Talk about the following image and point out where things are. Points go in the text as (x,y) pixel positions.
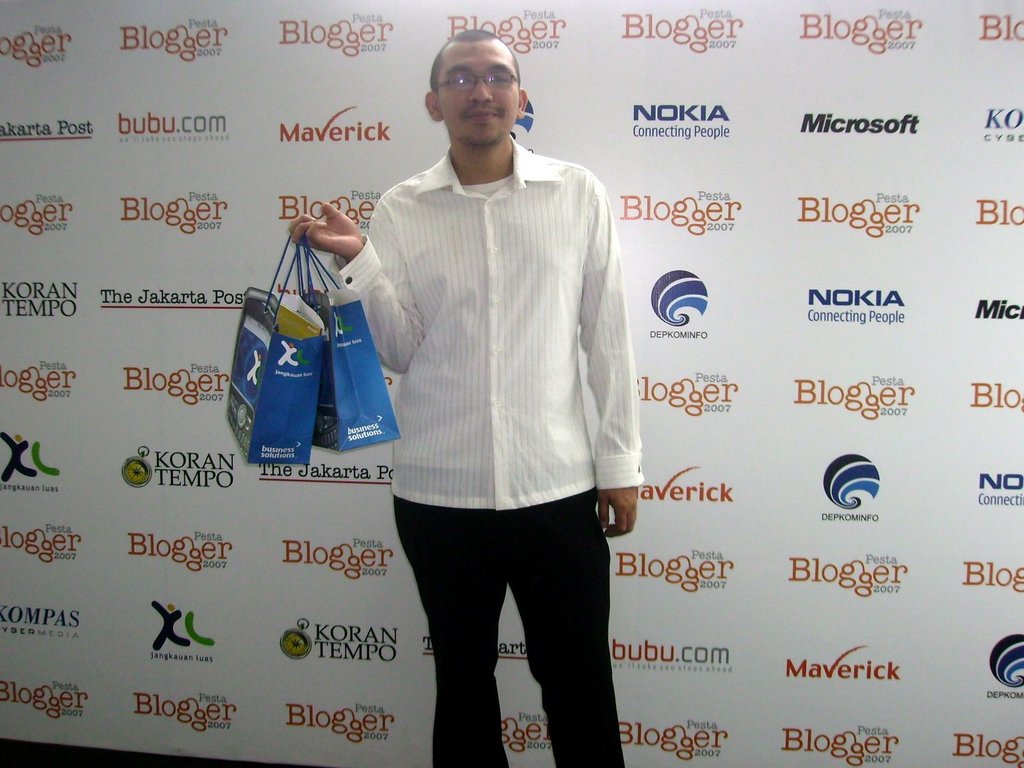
In this image in the center (485,435) there is one person (483,422) who is standing and he is holding some bags (348,391), in the background (682,638) there is a board (181,650) and on the board (733,636) there is some text (14,453).
